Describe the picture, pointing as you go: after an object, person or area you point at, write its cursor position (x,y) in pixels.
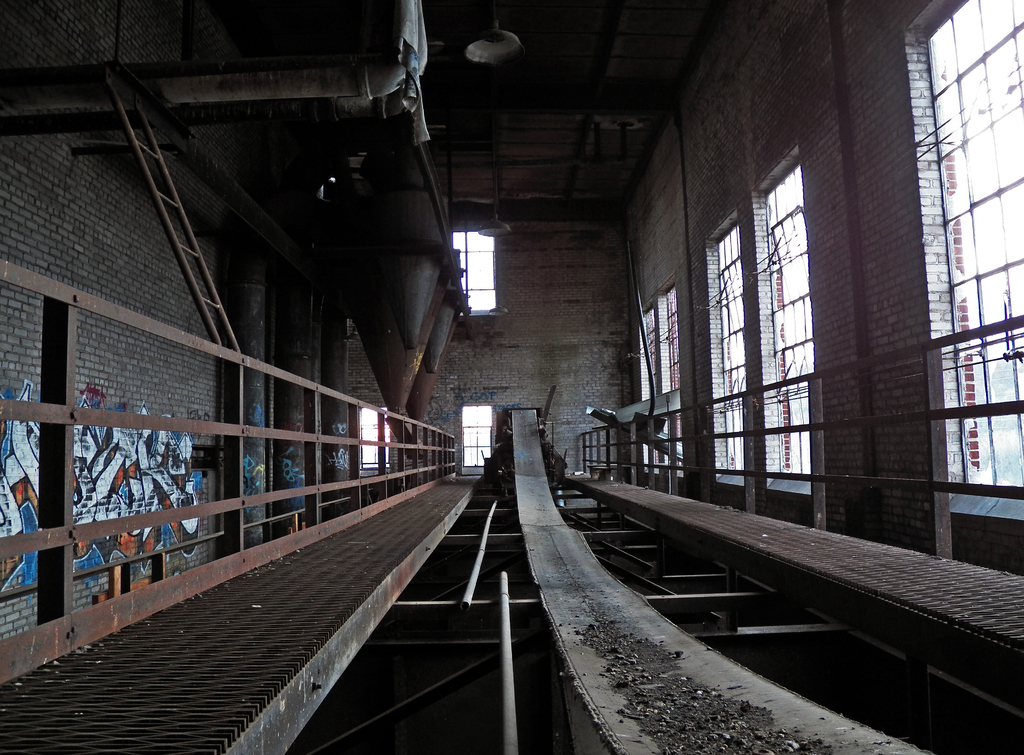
In this image, I can see the inside view of a factory (621,550). There are machines (420,398), pipes (287,366), a ladder (135,138), iron grilles (270,366), metal objects (566,682) and windows (467,260). On the left side of the image (122,472), I can see graffiti (18,467) on the wall (98,344).
